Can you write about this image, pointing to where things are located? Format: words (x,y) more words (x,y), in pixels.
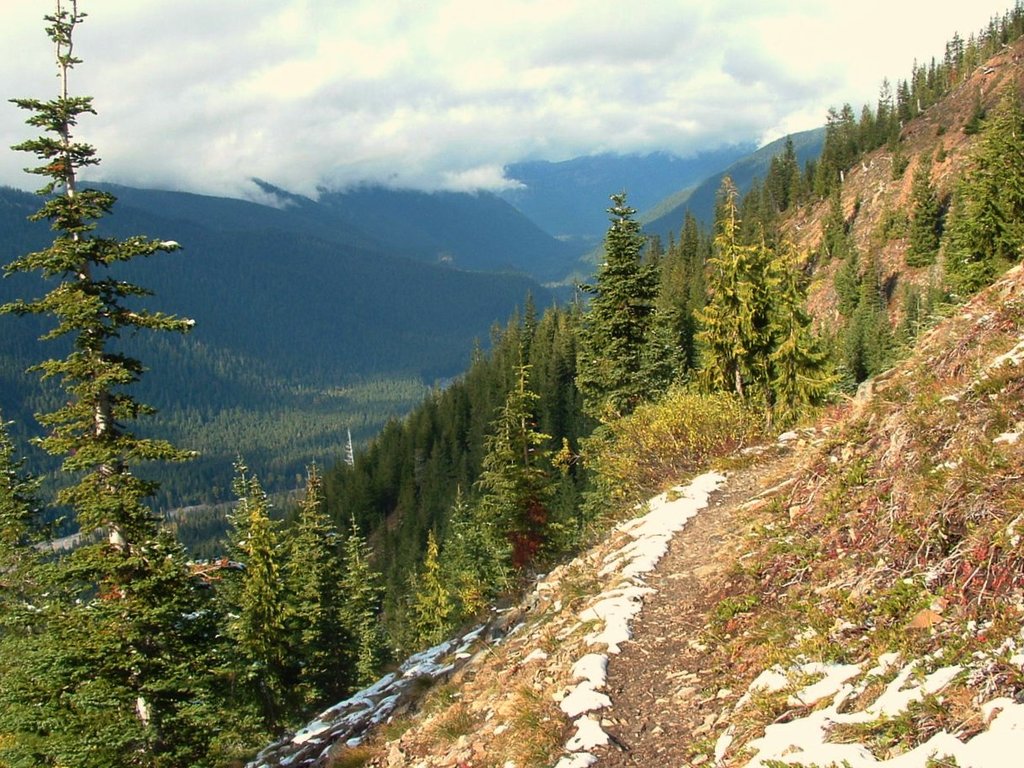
In this picture we can see some plants (857,531) in the front (543,666), in the background (651,235) there are some trees (77,299), we can see the sky (531,58) and clouds (478,62) at the top of the picture (478,62).
